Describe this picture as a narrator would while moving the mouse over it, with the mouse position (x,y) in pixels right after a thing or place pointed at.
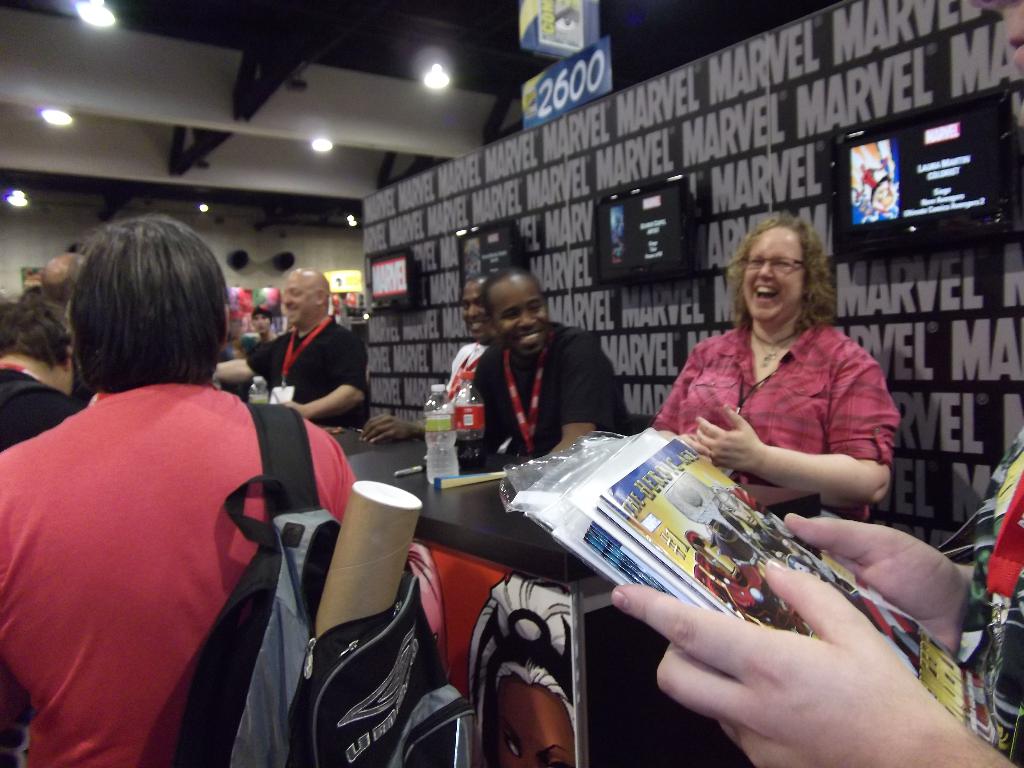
In this image there are people (770,407) standing, in the middle (460,499) there is a table (484,494) on that table (545,539) there are bottles (437,421), in the background (963,485) there is a wall (963,460) on that wall (967,348) there are four screens (654,229) and there is some text (395,223) at the top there are lights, on the right side (886,583) there is a person (901,569) holding books (757,554) in his hands (793,580).
